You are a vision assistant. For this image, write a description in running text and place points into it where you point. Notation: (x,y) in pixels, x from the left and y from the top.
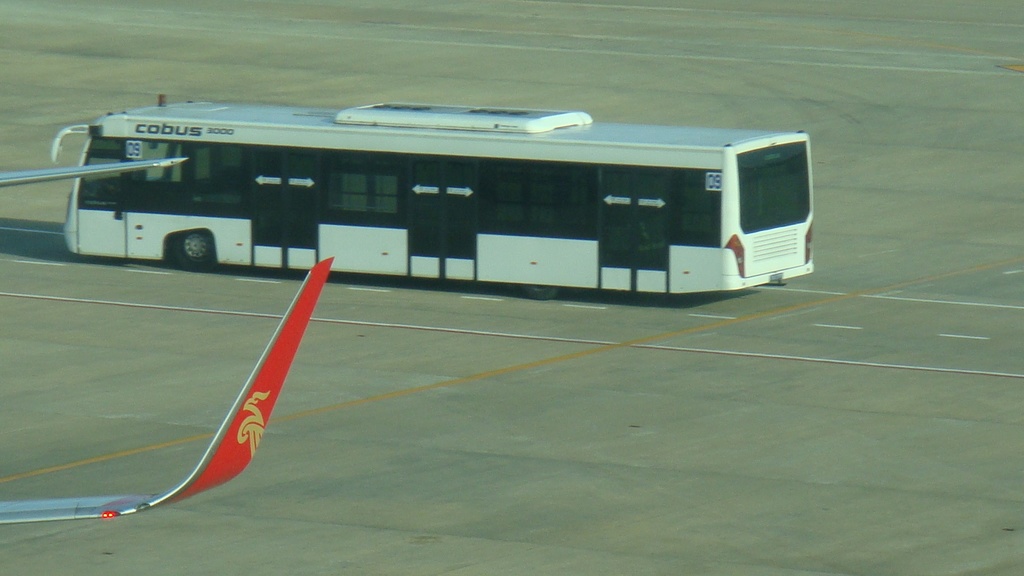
In the center of the image (518,248) we can see a bus (403,131). On the left side of the image (256,380) we can see an aeroplane wings (235,447). In the background of the image (409,330) we can see the road (507,368).
